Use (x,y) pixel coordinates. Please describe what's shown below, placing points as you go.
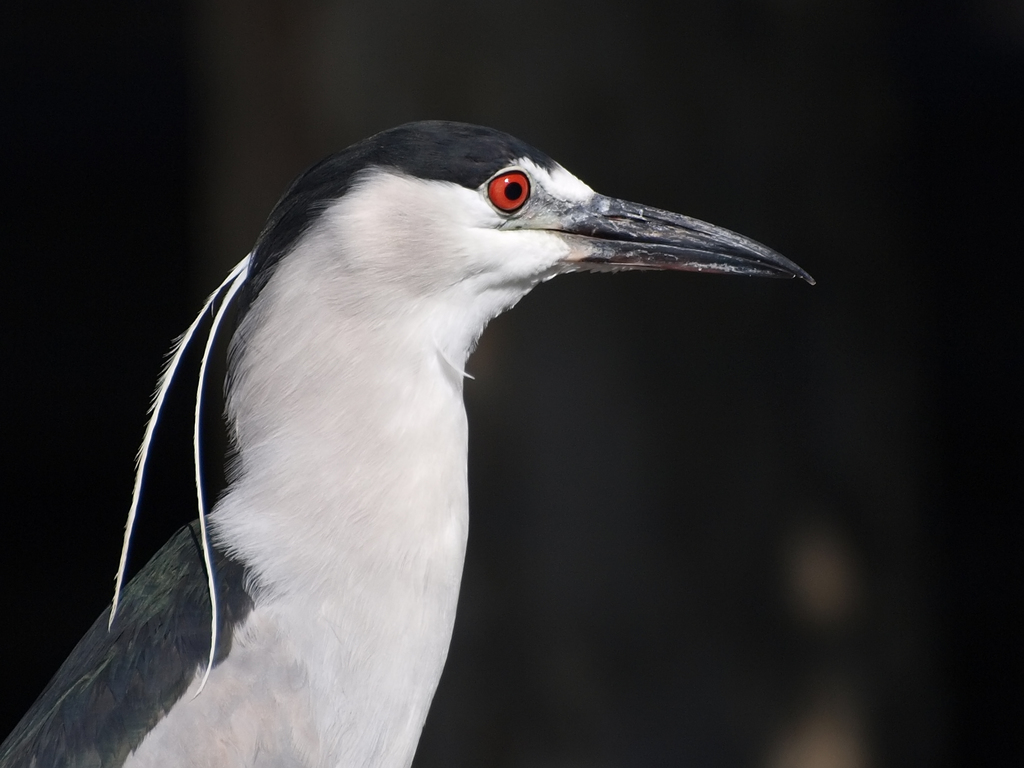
Background (905,495) portion of the picture is dark. Here we can see a bird (321,450) in white and black color.
